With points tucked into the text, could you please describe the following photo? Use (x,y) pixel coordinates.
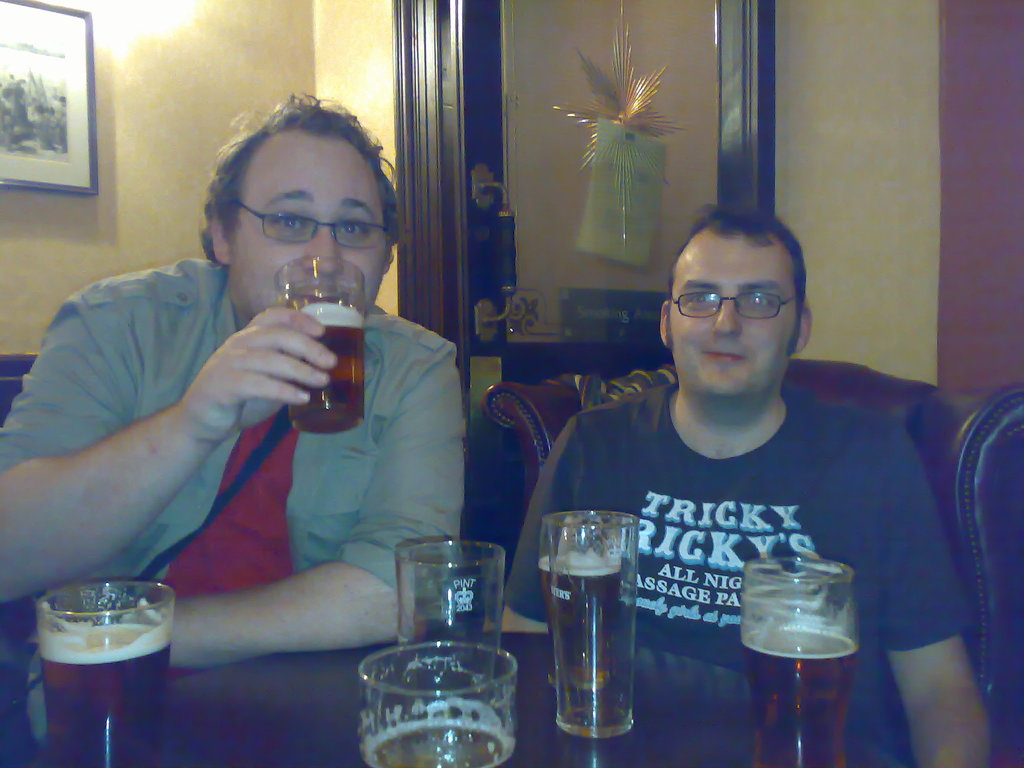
In this image I can see two persons (89,321) sitting. The person (225,393) in front (366,481) wearing grey shirt (350,485) holding a glass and the person (623,482) at right (710,490) wearing black color shirt (675,484), in front (392,650) I can see few glasses (821,712) on the table (705,697). Background (254,58) I can see a frame (61,15) attached to the wall (211,78) and the wall (193,112) is in yellow color.
